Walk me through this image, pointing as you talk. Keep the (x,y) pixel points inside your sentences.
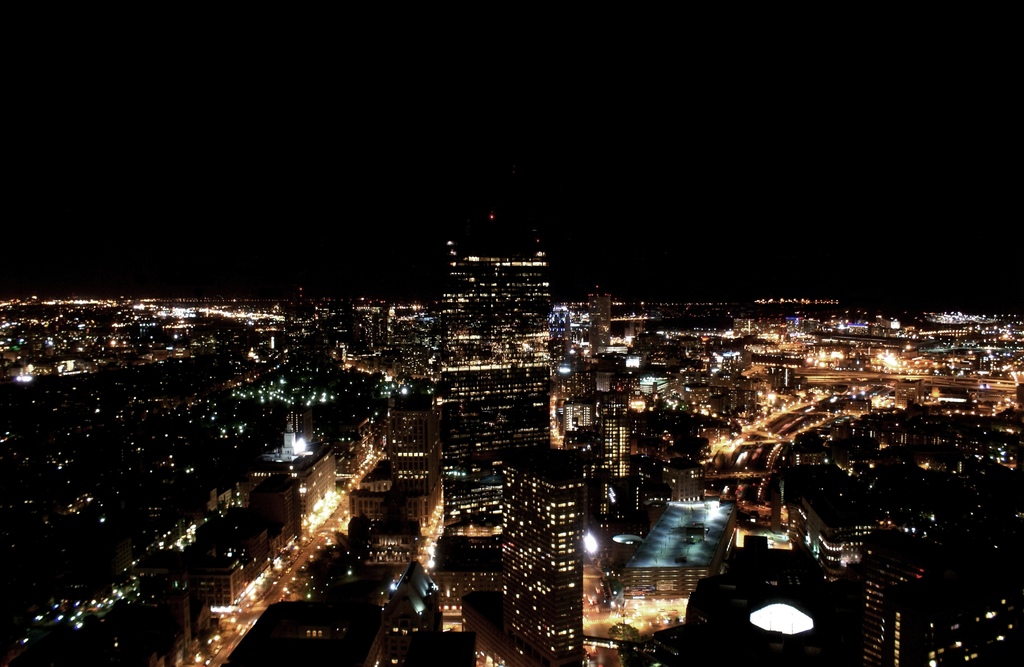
In this picture we can see buildings (764,599) and lights (266,394). In the background of the image (468,151) it is dark.
